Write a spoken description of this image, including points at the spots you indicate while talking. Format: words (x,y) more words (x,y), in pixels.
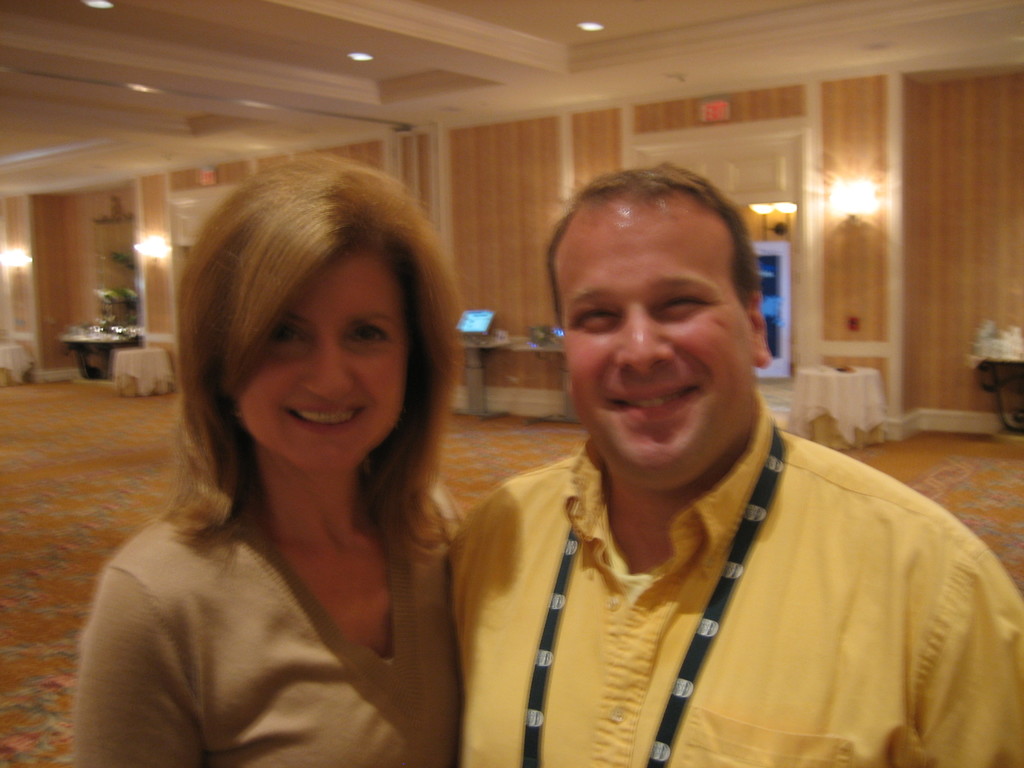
In the foreground of the image (421,671) we can see a woman (350,662) wearing brown color sweater (187,634), man (612,597) wearing yellow color shirt (650,606) standing together and in the background of the image (58,360) there are some tables (156,355), flower vases (115,312), lights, doors (772,313) and there is a wall (506,239).
